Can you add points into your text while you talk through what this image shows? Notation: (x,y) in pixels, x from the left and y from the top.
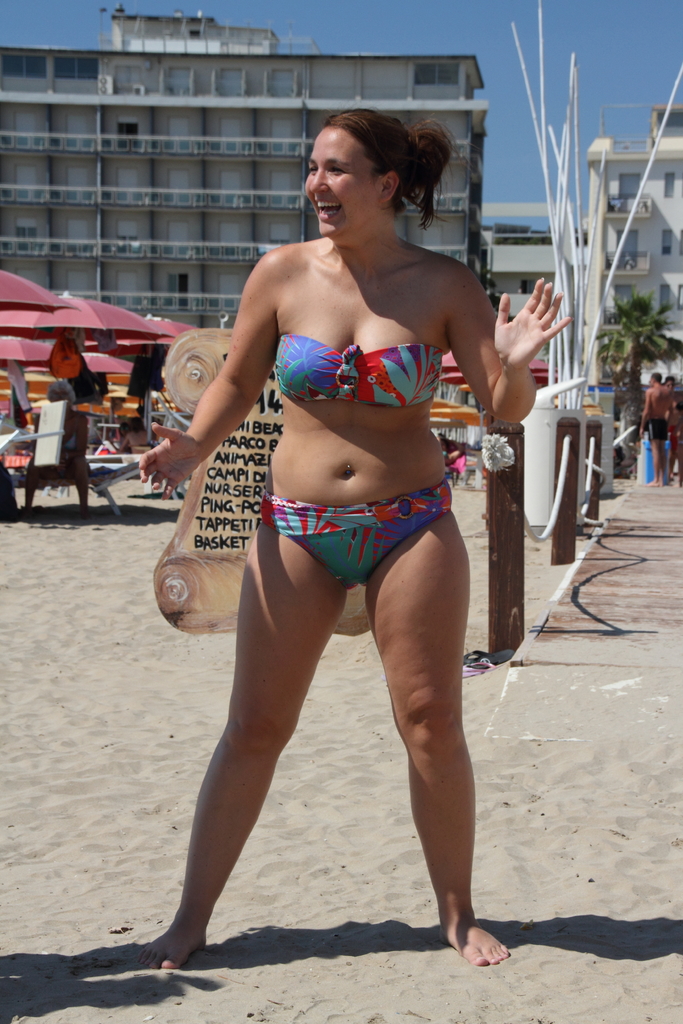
Here in this picture we can see a woman (354,250) standing on the ground (316,704) and she is smiling and we can see sand (111,656) present on the ground (232,657) and behind her we can see number of umbrellas (124,327) present and under that we can see people (81,423) sitting on chairs (58,464) and we can also see buildings (208,244) present in the far and we can see the sky (447,38) is clear.
